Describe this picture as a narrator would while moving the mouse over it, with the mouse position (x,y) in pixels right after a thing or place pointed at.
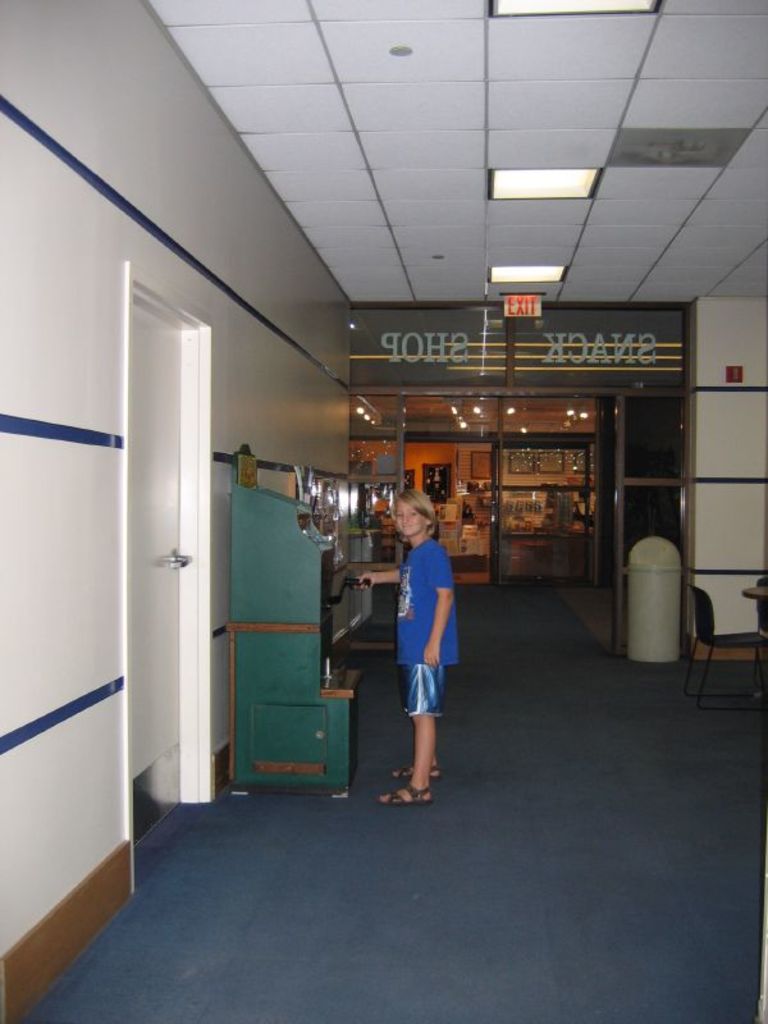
As we can see in the image there is a wall (34,264), door (151,656), a person (416,589) standing, dustbin (640,621), banner (548,329) and lights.
